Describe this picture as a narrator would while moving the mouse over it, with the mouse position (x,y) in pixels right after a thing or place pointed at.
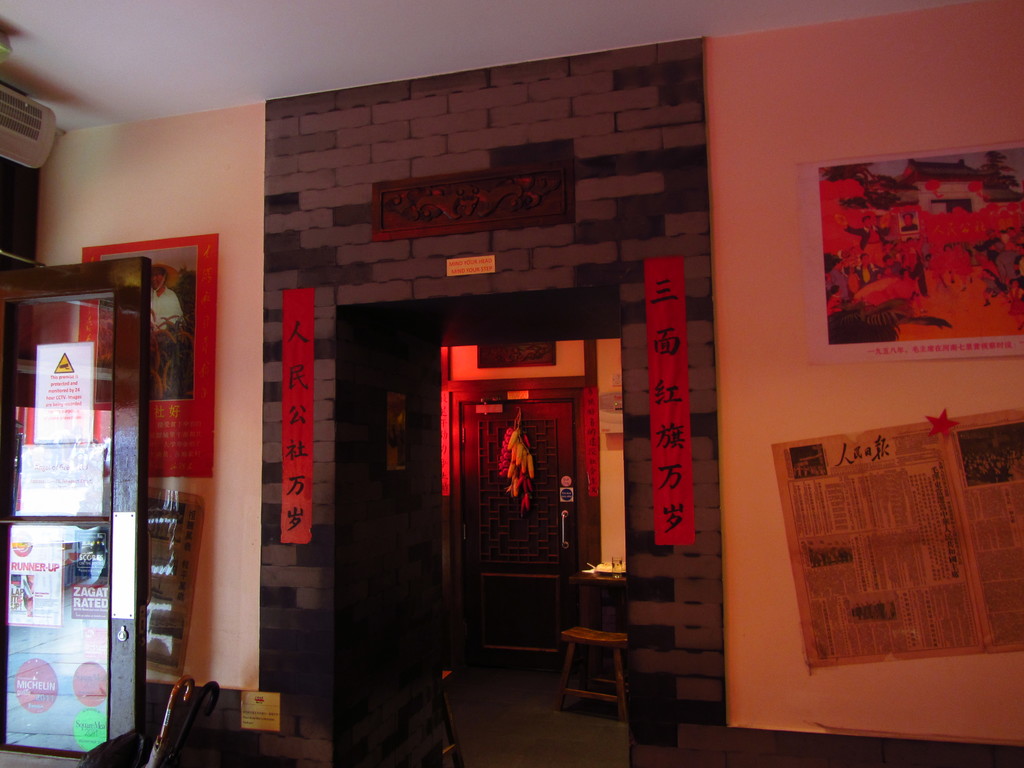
In this picture we can see posters (921,623) on the wall (820,110), here we can see stools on the floor (609,728) and we can see some objects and in the background (77,108) we can see a roof (607,11).
